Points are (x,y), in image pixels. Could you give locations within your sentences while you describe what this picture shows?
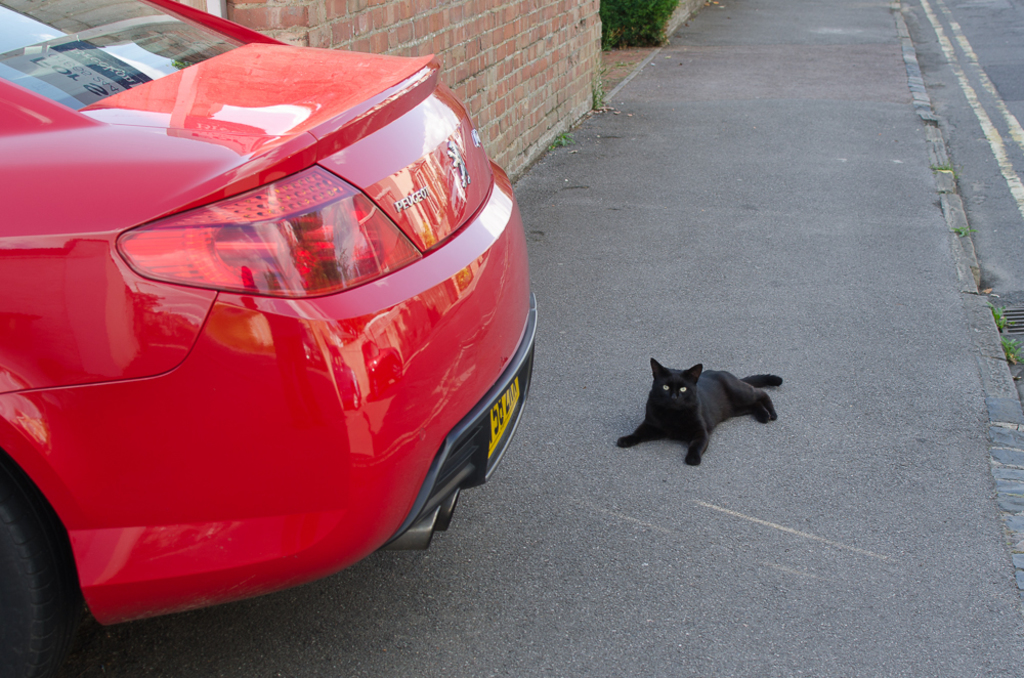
In this image there is a cat (655,433) laying on a footpath (535,446), on the left side (119,573) there is a car (332,188), behind the car (391,427) there is a wall (560,43).
